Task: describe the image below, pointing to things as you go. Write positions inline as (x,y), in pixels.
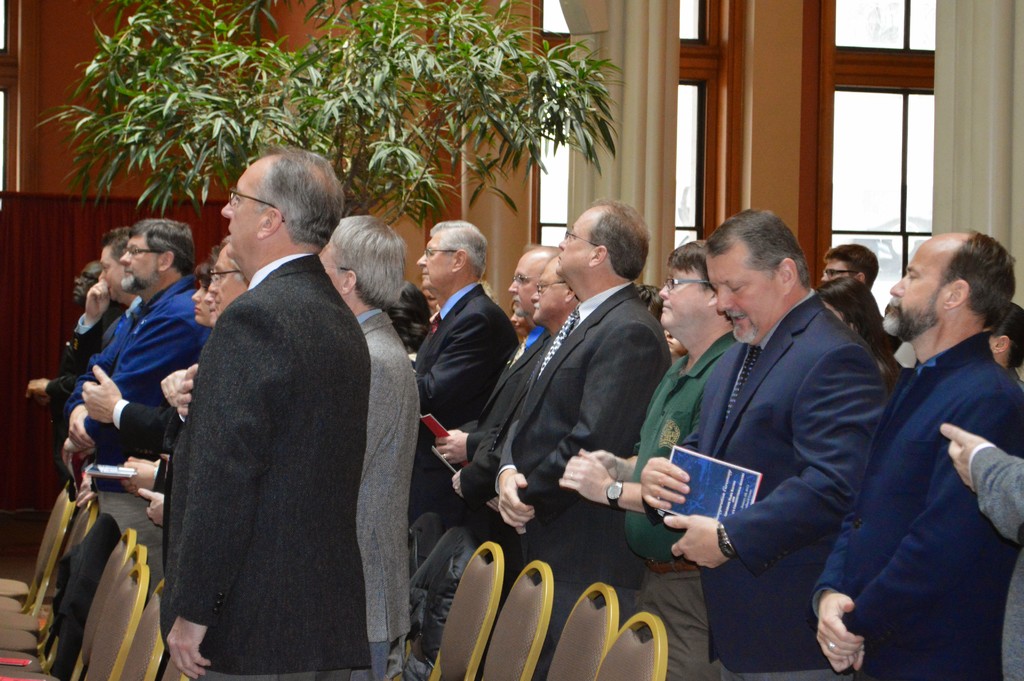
In this image we can see a few people (485,472) standing, among them some people (685,527) are holding the objects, there are some chairs (521,575), in the background (581,107) we can see a building (821,31) and a tree (581,107).
